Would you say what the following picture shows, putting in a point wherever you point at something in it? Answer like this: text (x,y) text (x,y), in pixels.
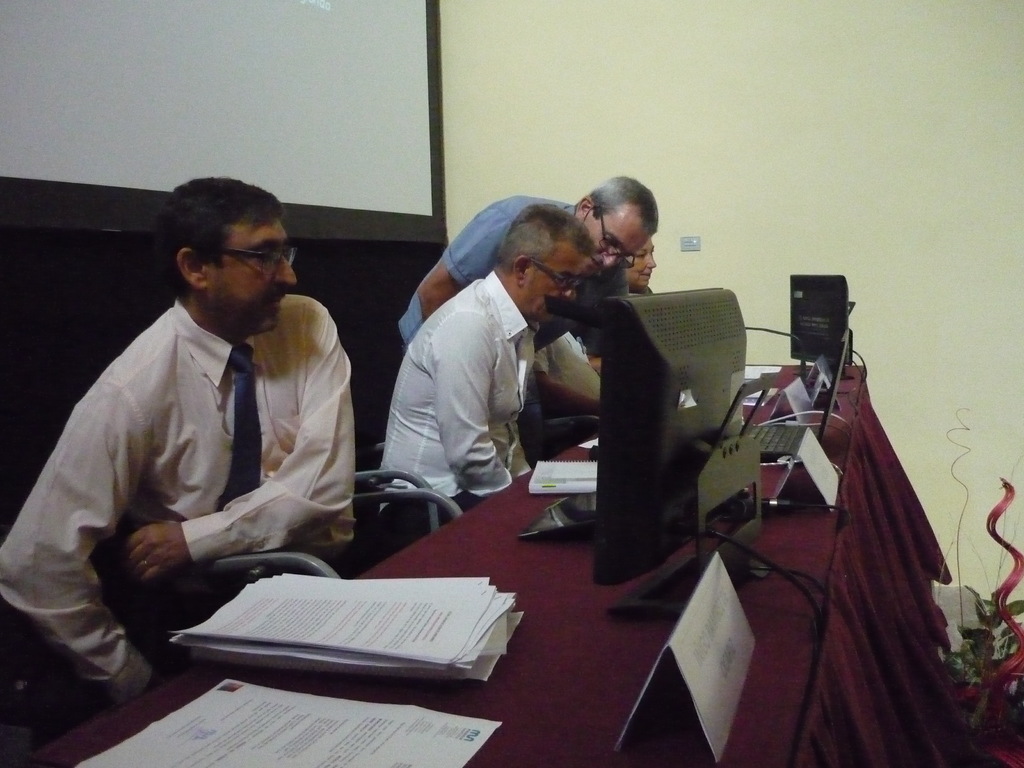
In this picture there is a group of men (228,475) sitting and working on the computer (652,357). In the front (344,642) there are some papers (358,751) on the table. In the background (204,77) we can see a projector screen (167,118) on a white wall (678,48).
